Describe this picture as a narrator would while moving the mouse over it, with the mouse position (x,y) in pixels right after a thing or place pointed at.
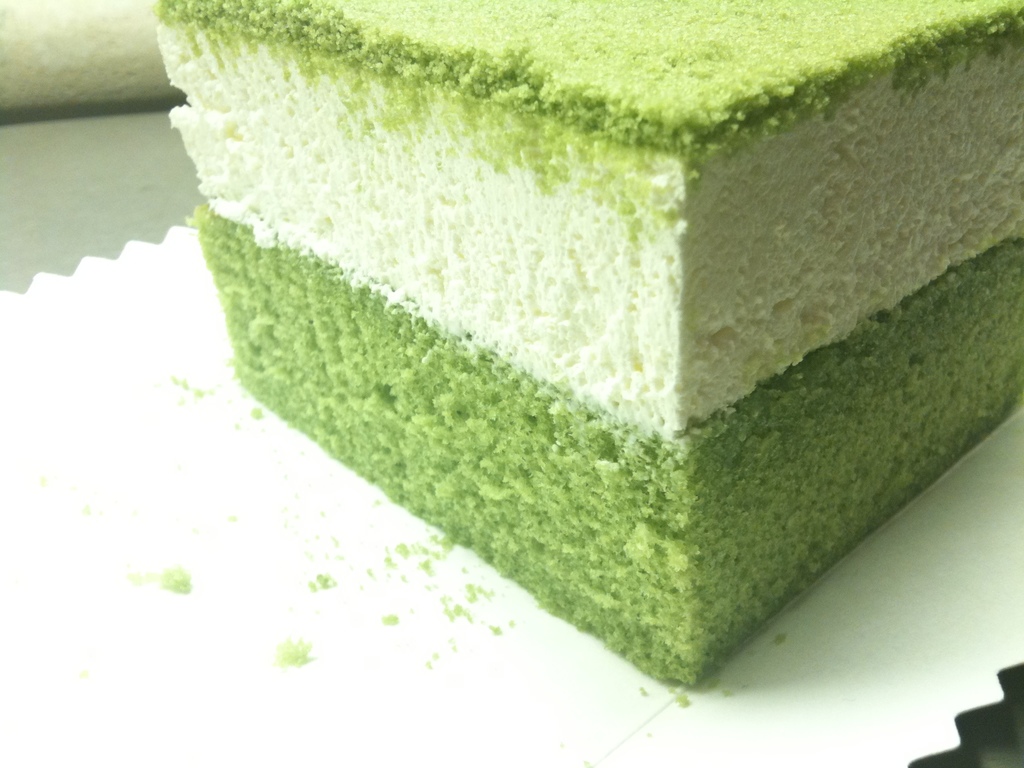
In the image we can see the piece of the cake (565,339).
